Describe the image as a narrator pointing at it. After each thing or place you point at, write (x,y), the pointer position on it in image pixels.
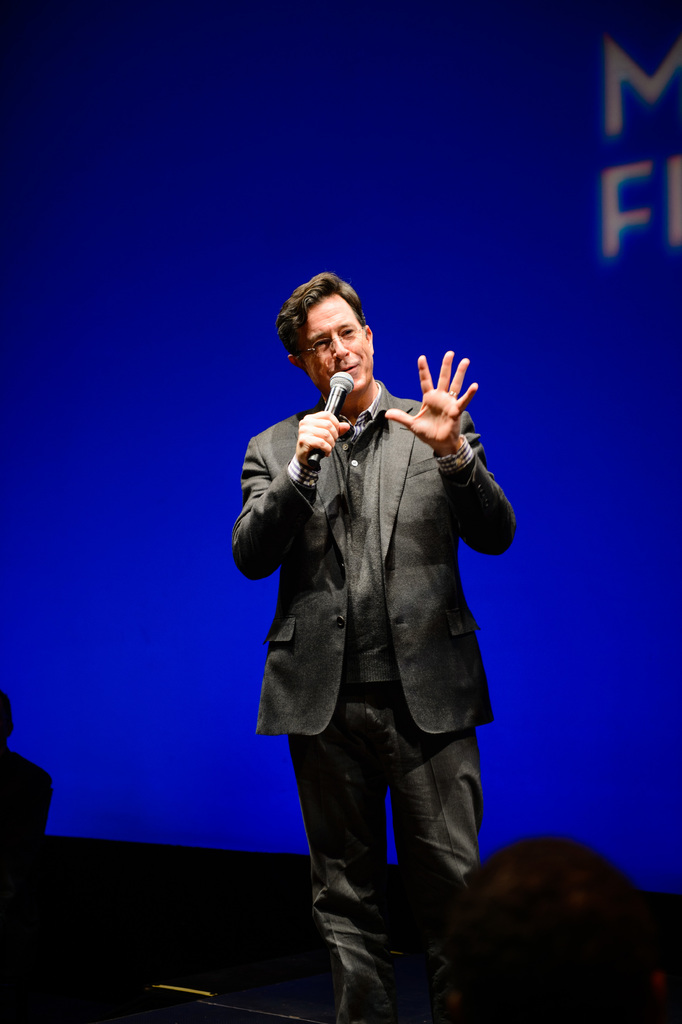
Here we can see a man (372,1004) holding a mike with his hand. In the background (410,382) there is a banner (487,119).
